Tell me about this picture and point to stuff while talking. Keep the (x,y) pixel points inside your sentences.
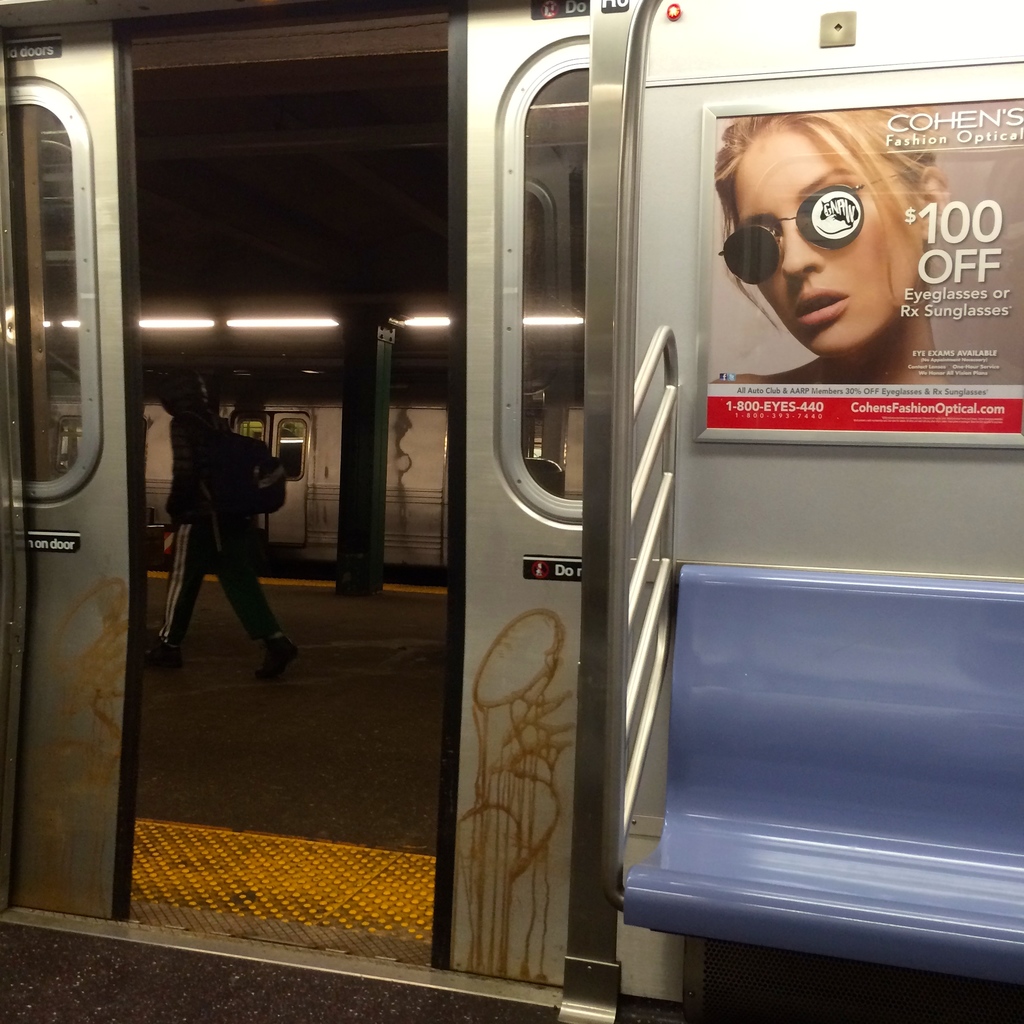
This image is inside a metro (58,902) where we can see doors (44,742), seats (806,804) and the poster (835,266). Here we can see a person (257,580) is walking on the platform (154,853), we can see another metro (441,429) and ceiling lights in the background (292,512).
